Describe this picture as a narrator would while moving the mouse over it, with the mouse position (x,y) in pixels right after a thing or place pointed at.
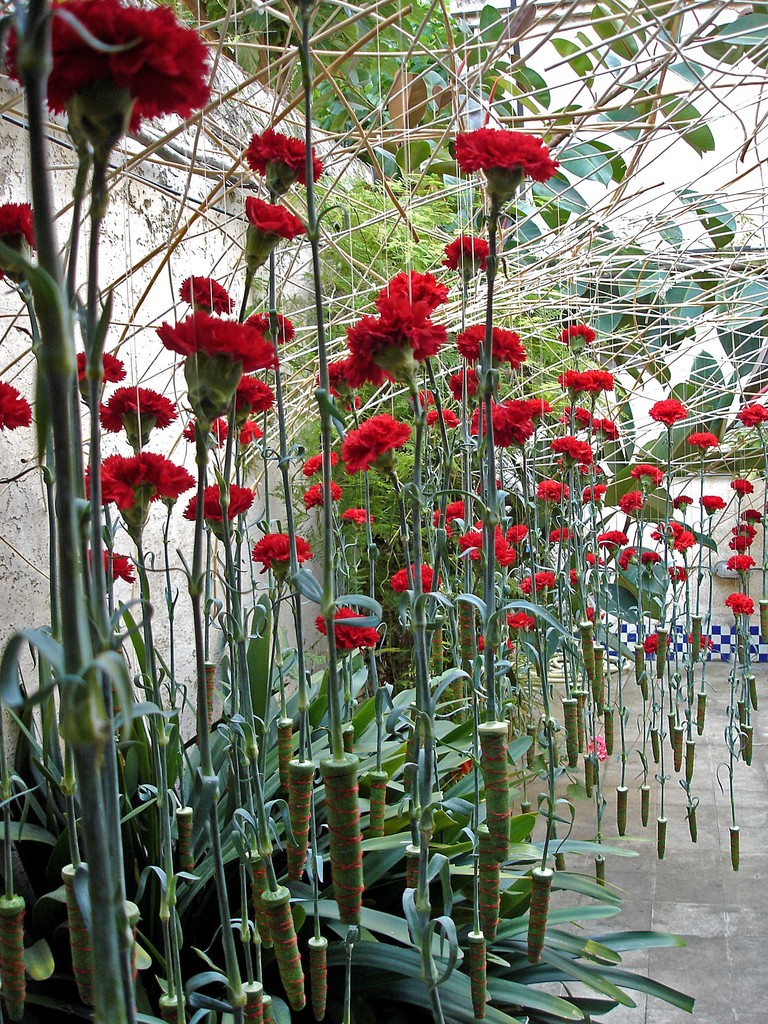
In this picture we can see beautiful red color flowers (413,374) hanged to them and here is the floor (640,888) and in background (732,653) we can see white and blue color tiles (717,646) and above this we have trees (411,60), sky (553,94).
